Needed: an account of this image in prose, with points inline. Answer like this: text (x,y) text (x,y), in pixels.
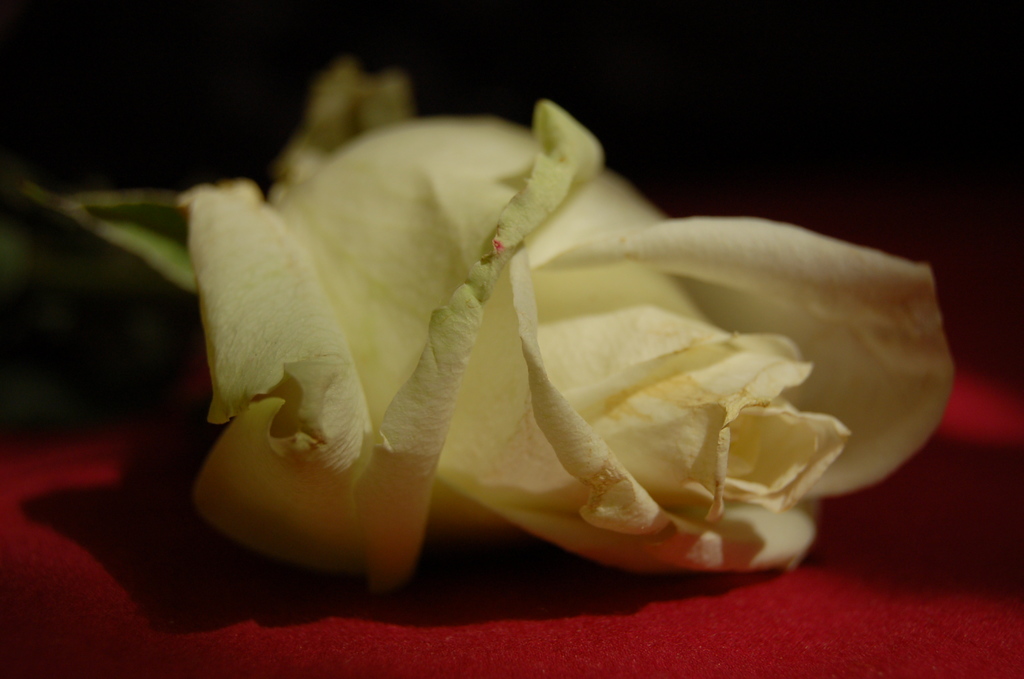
In the center of the image (628,264) there is a rose (650,557) on the red carpet (617,625).
